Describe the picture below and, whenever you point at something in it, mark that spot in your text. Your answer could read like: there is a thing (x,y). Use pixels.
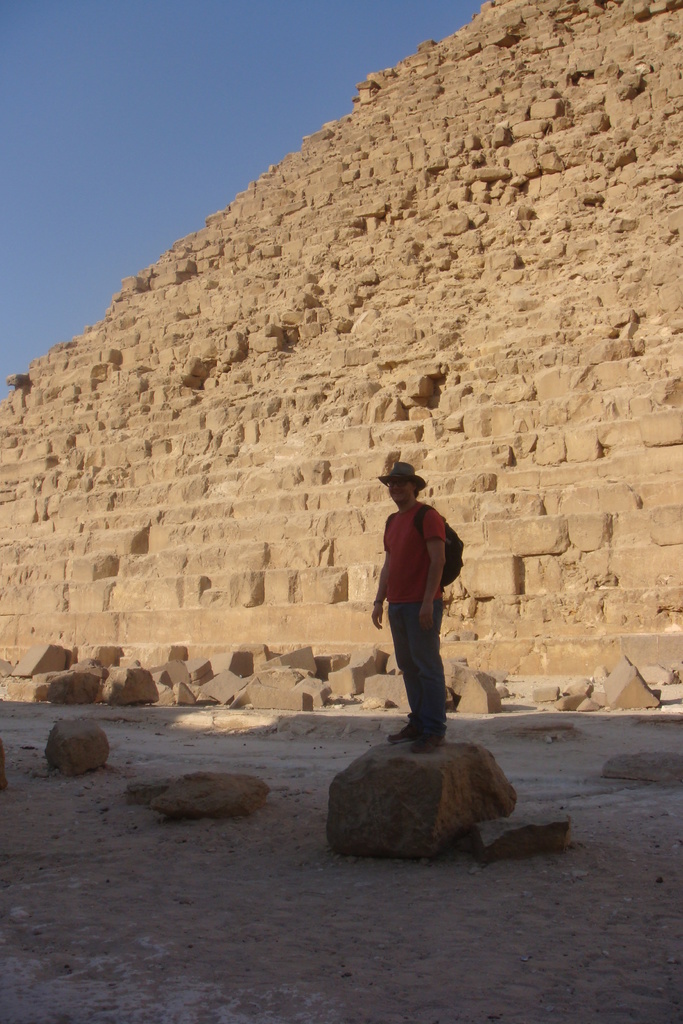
In this image we can see a person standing on the stone (400,802). In the background of the image (358,566) there is a stone structure (315,325), sky (236,142). At the bottom of the image (358,914) there is sand (322,913).
